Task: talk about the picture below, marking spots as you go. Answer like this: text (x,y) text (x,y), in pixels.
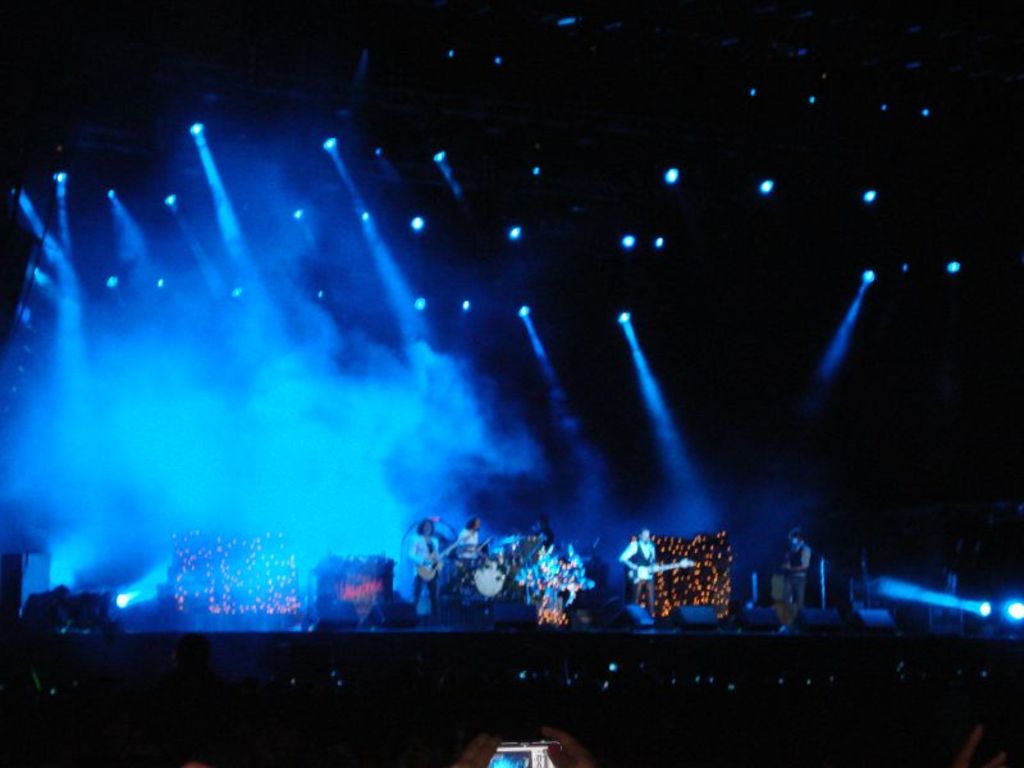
In this image on the stage (505,633) few people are performing. On the top (332,141) there are lights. In the foreground (230,689) there are people (424,729). This is a phone (512,746).
